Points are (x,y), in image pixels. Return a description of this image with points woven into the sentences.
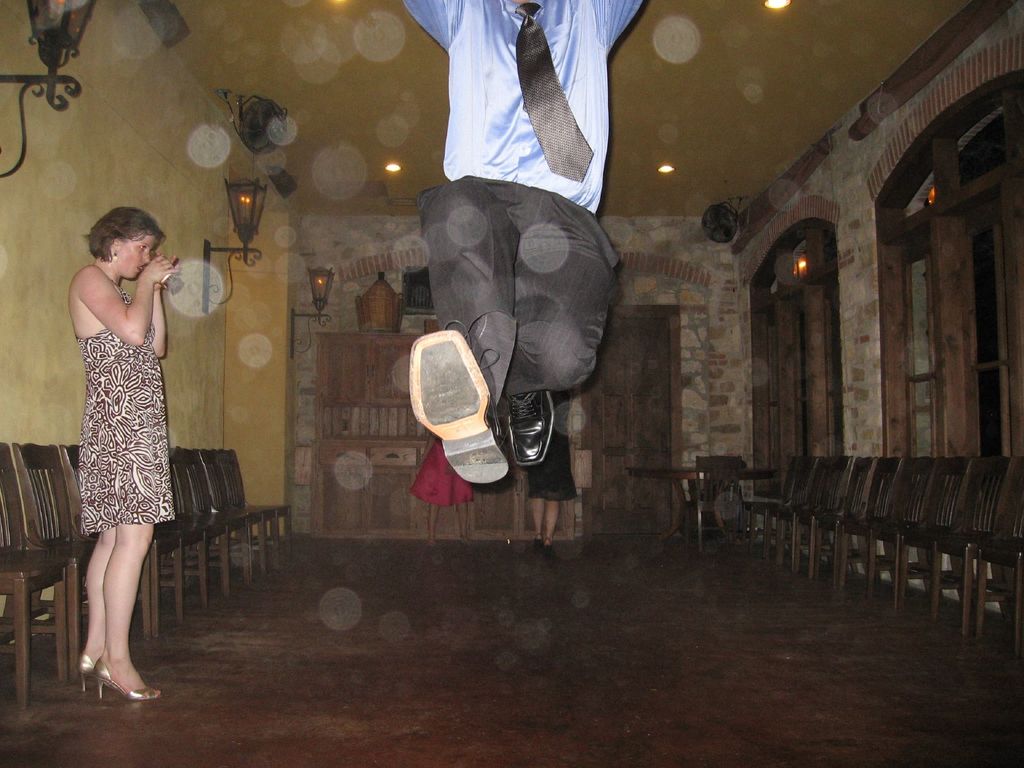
In this picture I can see a man (494,171) in front (491,37) who is in air and I see 3 women (123,391) on the floor (425,548) and I see number of chairs (971,484) on both the sides and I see the wall (168,297) on the left side of this image (26,281). On the right side of this image (838,310) I see the windows (949,295). On the top of this picture (345,1) I can see the lights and fans (265,141).
